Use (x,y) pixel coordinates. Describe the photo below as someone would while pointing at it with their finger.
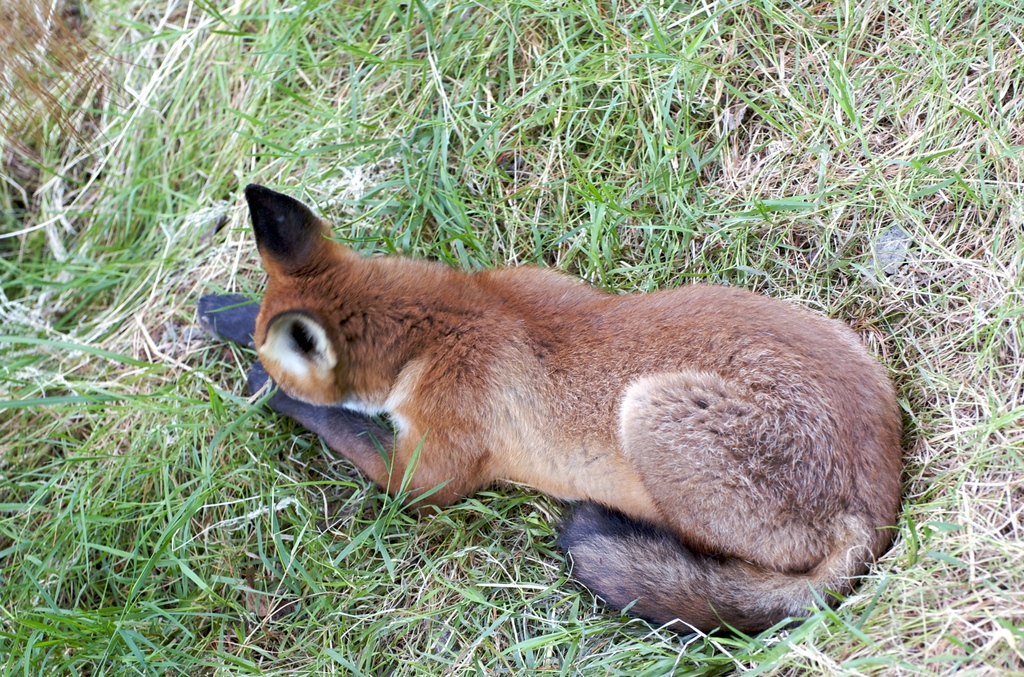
In this image an animal (529,398) is sitting on the grass (594,107).
